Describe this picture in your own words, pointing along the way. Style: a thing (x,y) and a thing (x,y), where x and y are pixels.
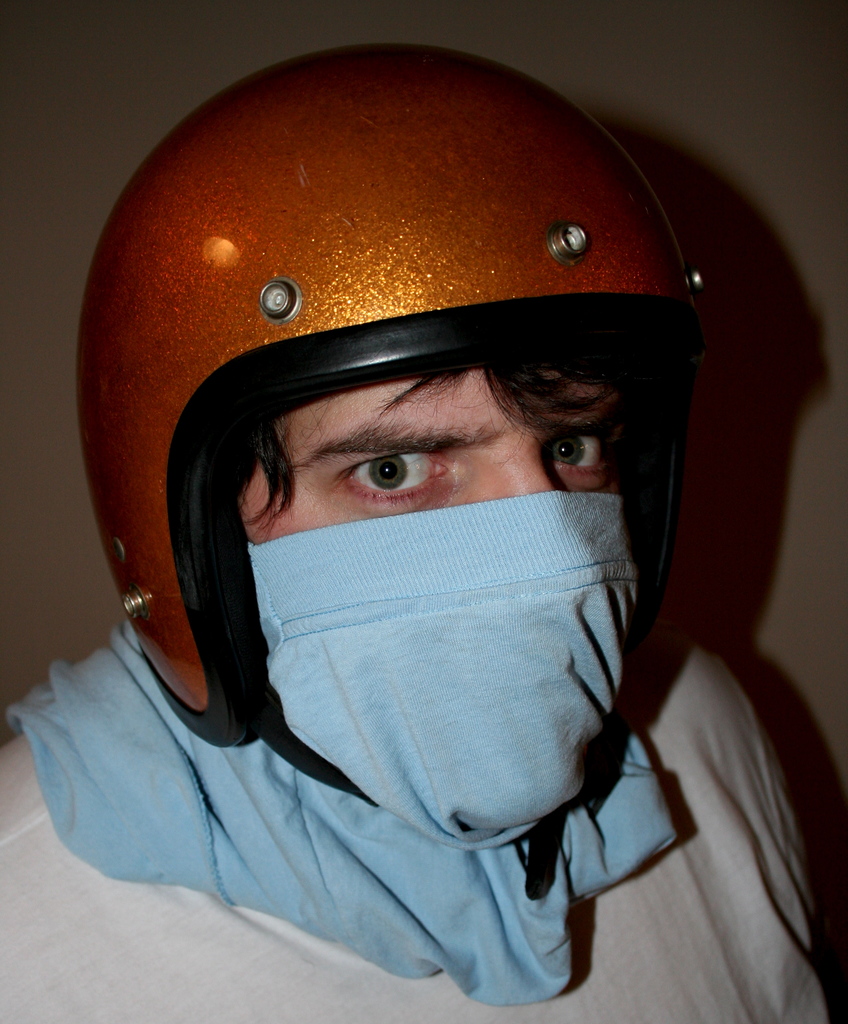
In this picture there is a man (646,827) wore helmet (450,175) and mask (424,686). In the background of the image (837,454) we can see wall (820,673).
